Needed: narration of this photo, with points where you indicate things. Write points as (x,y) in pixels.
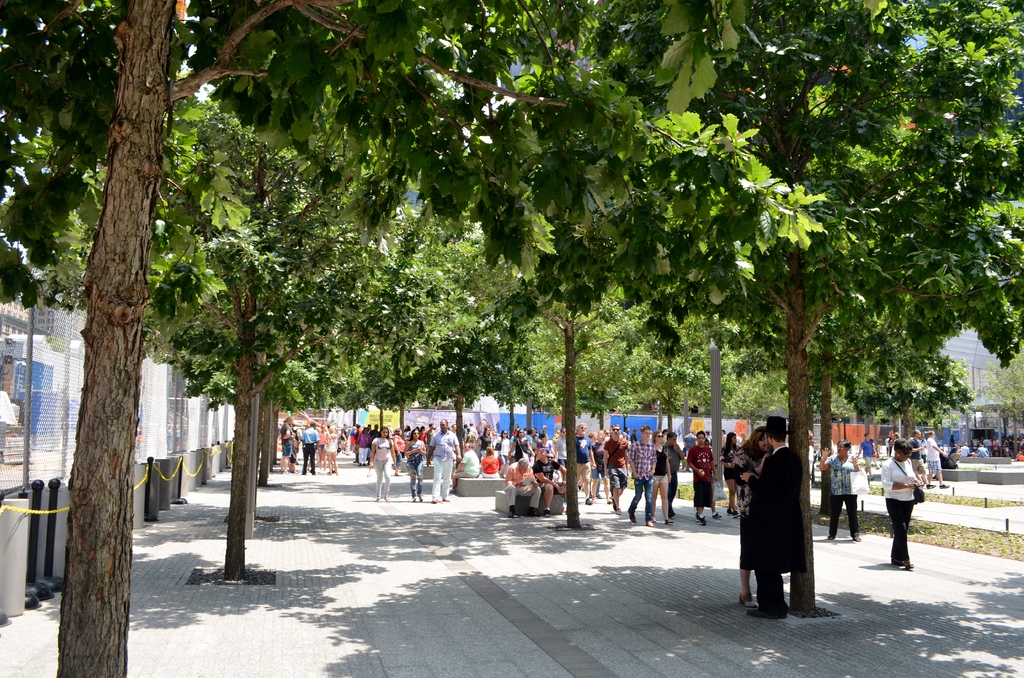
There is a road (511,603) here and some people (443,430) are walking. And there are some trees (84,368) on the road (212,529). Some of the people (508,478) are sitting under these trees (286,357) and some are standing. There is a fence (33,429) on the side of the road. In the background (406,416) we can observe different colors of paints (651,426) here.
